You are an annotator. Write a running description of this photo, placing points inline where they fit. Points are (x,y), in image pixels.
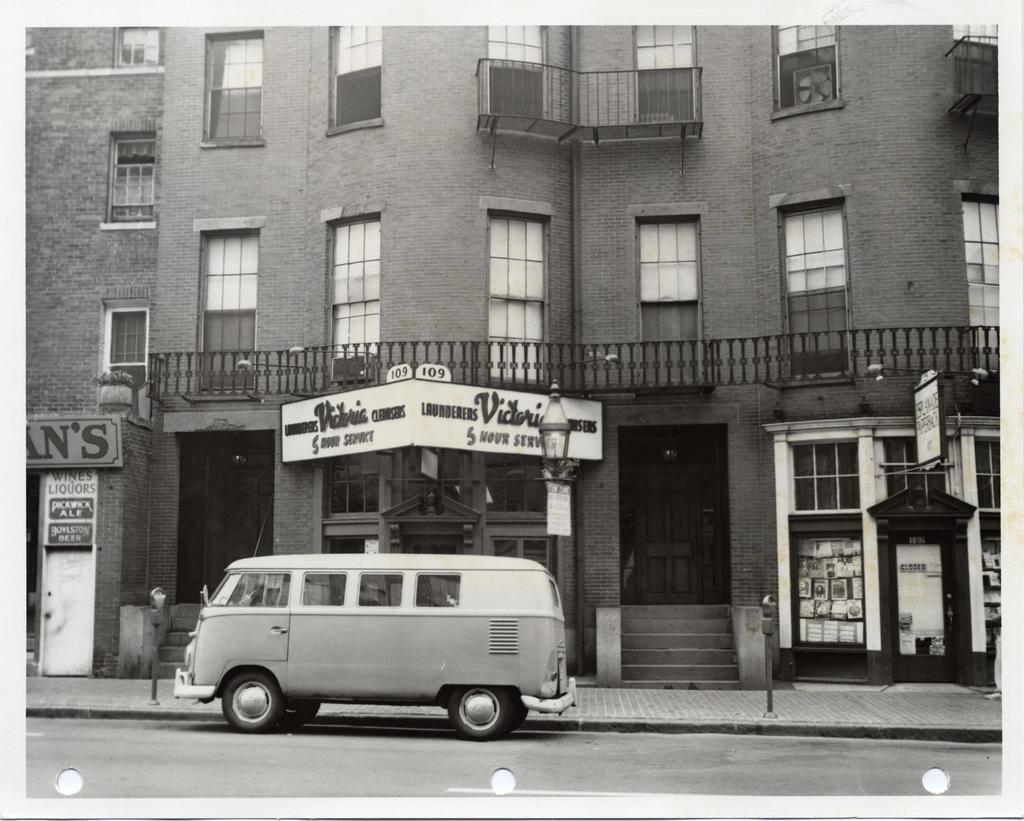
In this image I can see a vehicle (398,628) on the road (494,756) and the sidewalk (701,701). On the sidewalk (735,695) I can see few poles (767,687). In the background (166,331) I can see a building (270,174), few windows (351,108) of the building (405,108), few boards (401,381) and two doors (646,492) of the building (304,507).
